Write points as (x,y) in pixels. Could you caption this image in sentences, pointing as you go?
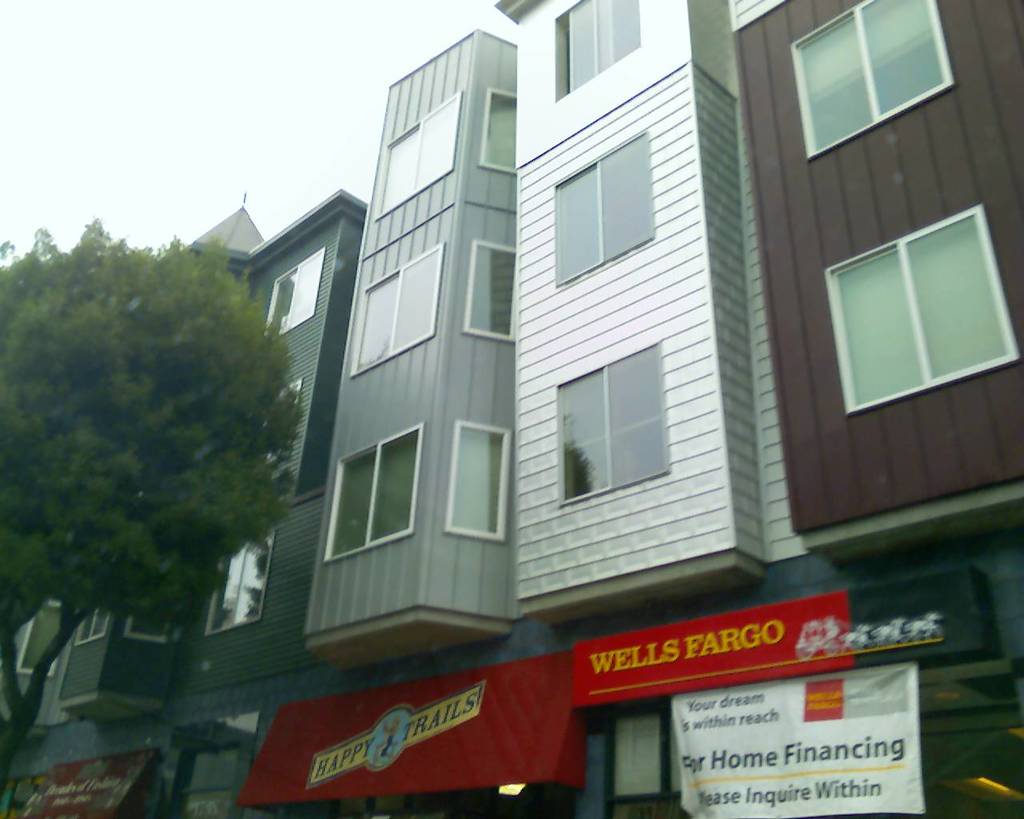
In this image I can see a building (563,379) in brown and gray color. I can also see few glass windows (1002,357), red color board (402,712) attached to the wall (440,366), trees (53,340) in green color and sky (216,159) in white color.
